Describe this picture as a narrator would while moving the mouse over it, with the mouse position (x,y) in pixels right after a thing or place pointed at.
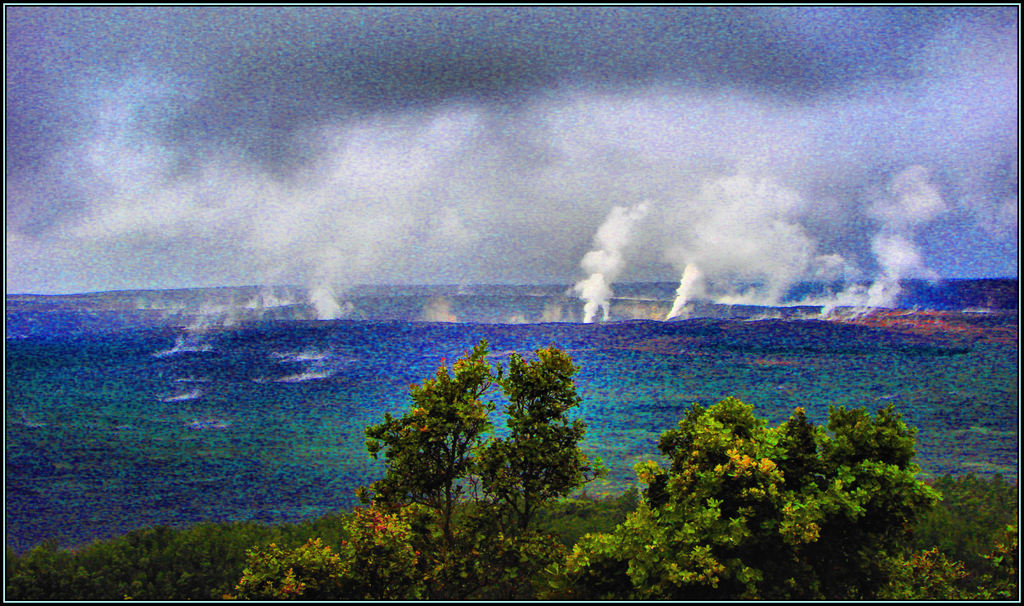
In this image we can see trees (664,530) and water (598,360). In the background (658,194) there is sky (654,145) with clouds (883,189).
